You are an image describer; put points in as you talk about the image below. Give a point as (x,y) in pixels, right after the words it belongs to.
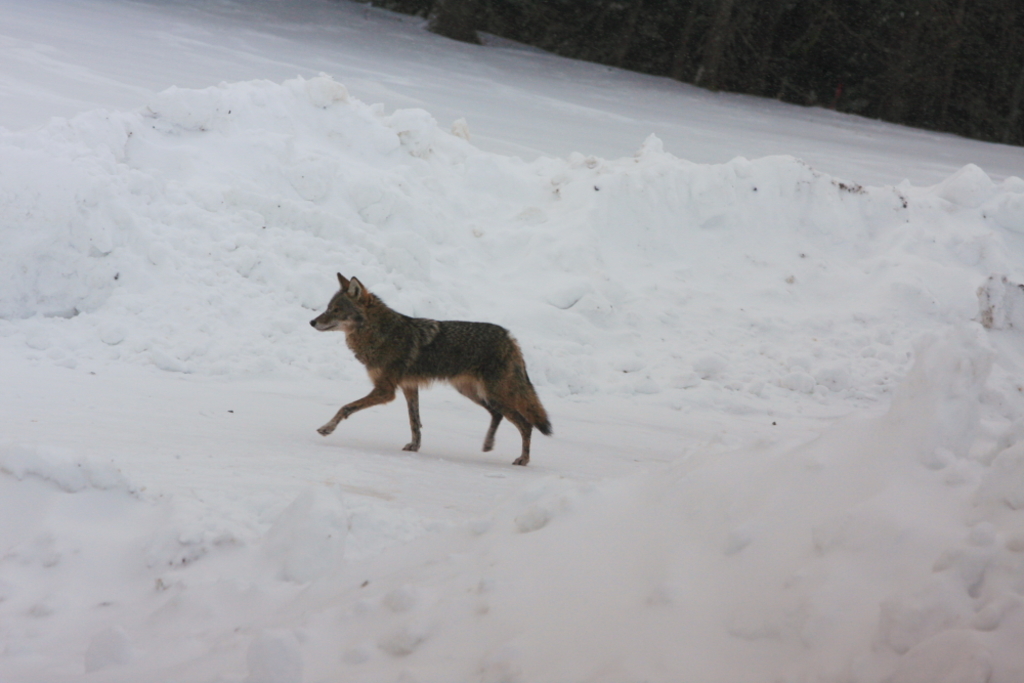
In this image a wolf (515,404) is walking on the ground (465,526). In the ground (678,391) there is snow (485,112). In the background (621,38) there are trees (760,27).
